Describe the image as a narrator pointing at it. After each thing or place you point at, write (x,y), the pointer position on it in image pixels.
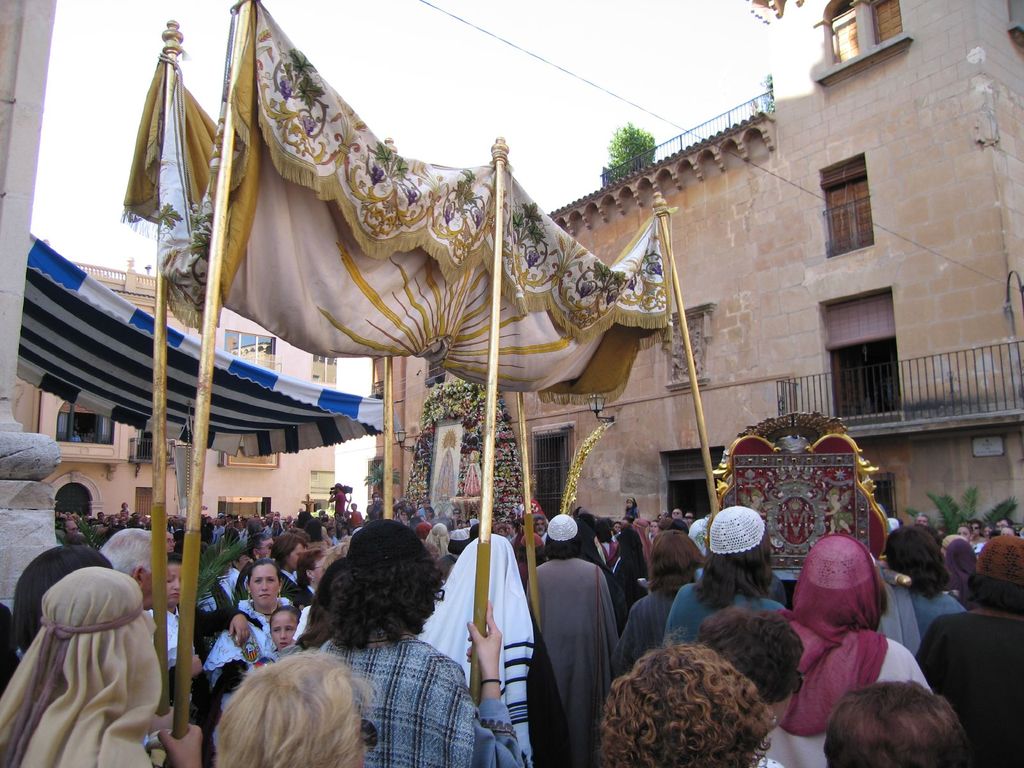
At the bottom of the image (298,576) there are many people (508,576) standing. There are few people (485,639) holding poles (164,166) with cloth (515,240). In the background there are buildings (852,175) with walls (803,336), windows (838,373) and railings (942,390). And also there are trees (623,157).
